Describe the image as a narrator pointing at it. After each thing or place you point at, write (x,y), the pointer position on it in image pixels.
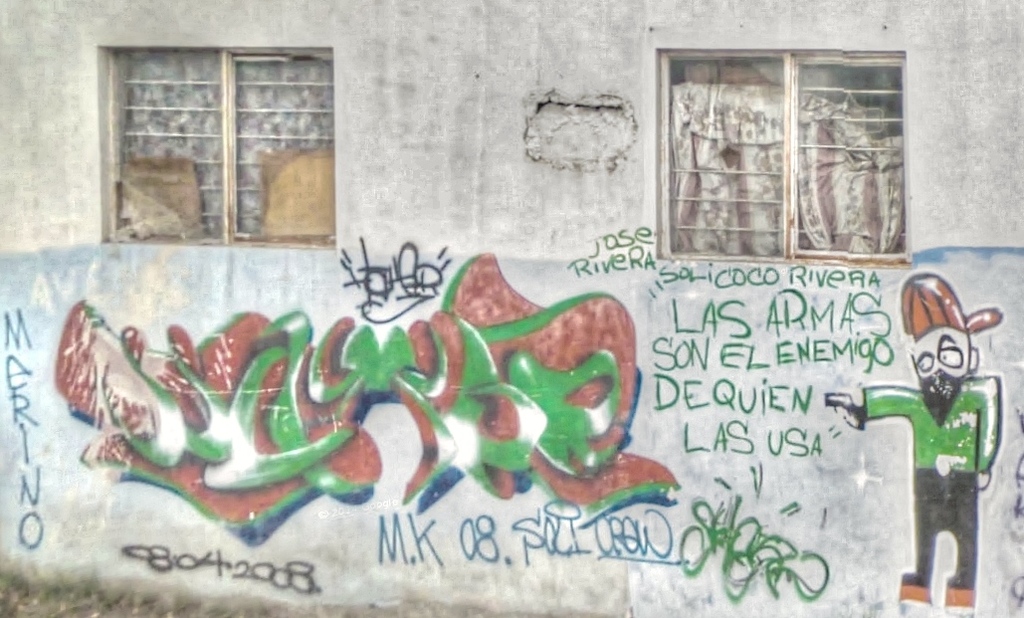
In this picture I can see scribblings (501,375) on the wall (586,440), there are windows (676,146), curtains (704,100).
